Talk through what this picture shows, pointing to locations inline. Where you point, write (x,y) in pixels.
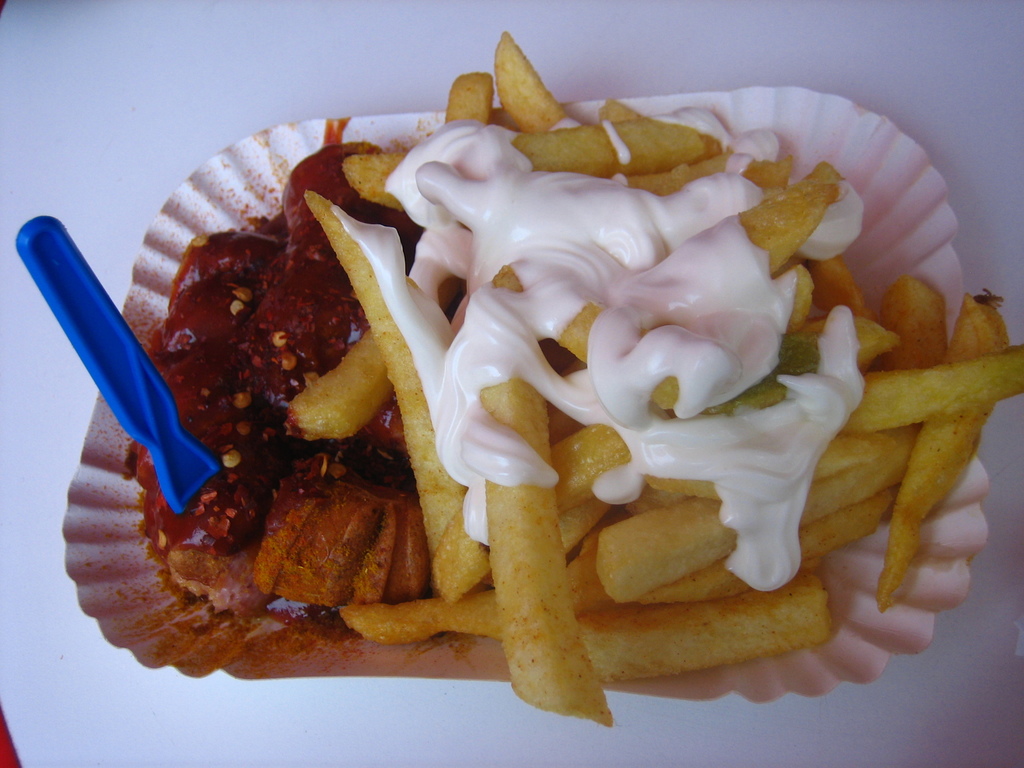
In this image there is a paper plate (812,682) on the table (323,711). On the plate (860,672) there is the food (405,295). There are french fries (515,533) and a spoon (194,465) on the plate (276,612). There is the sauce (575,278) on the french fries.
